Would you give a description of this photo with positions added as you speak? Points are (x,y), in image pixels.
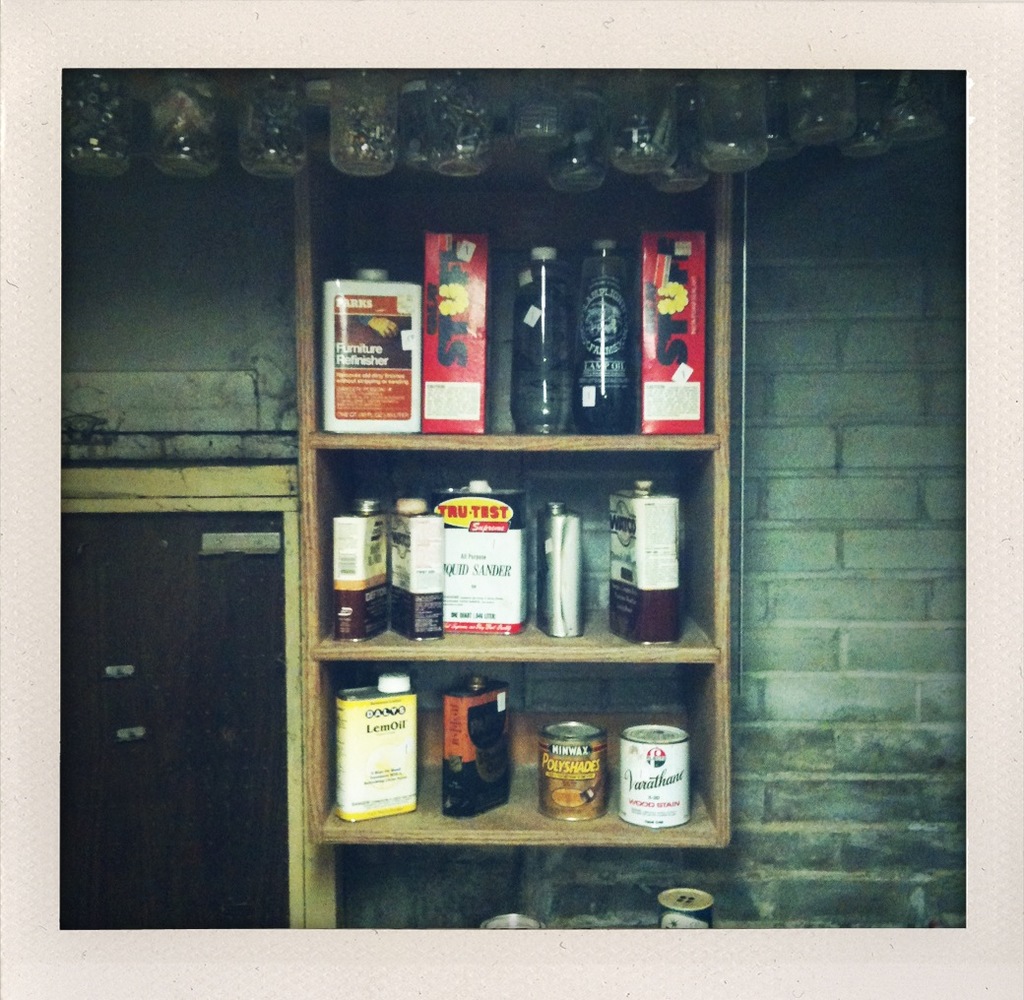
In this image, I can see the bottles (480,595), which are kept in the wooden rack (534,834). At the top of the image (258,122), I can see the bottles (592,130), which are hanging. This looks like a cupboard (178,702) with a wooden door (242,735). Here is the wall (858,667).
